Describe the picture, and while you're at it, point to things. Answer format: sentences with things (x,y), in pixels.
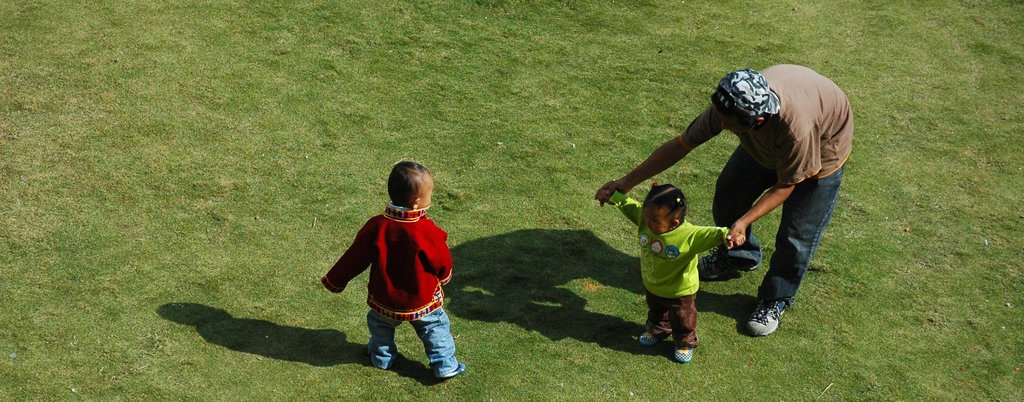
In this image there are persons (796,218) standing in the center (660,230) and there is grass (198,175) on the ground (185,180).
